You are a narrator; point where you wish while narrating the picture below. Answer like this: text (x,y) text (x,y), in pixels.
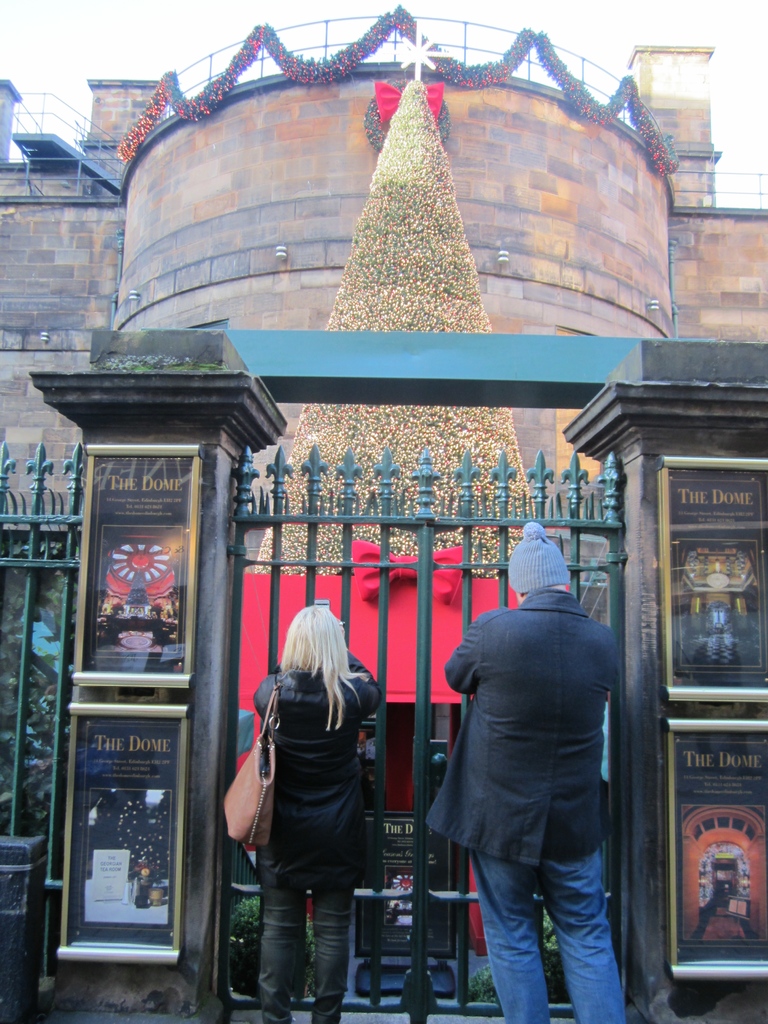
In the foreground of the image (248,843) there are two people (569,638). There is a gate (235,638). In the background of the image (470,142) there is a building (100,220). There is a depiction of a Christmas tree (394,437). At the top of the image (477,17) there is a sky (526,15).
